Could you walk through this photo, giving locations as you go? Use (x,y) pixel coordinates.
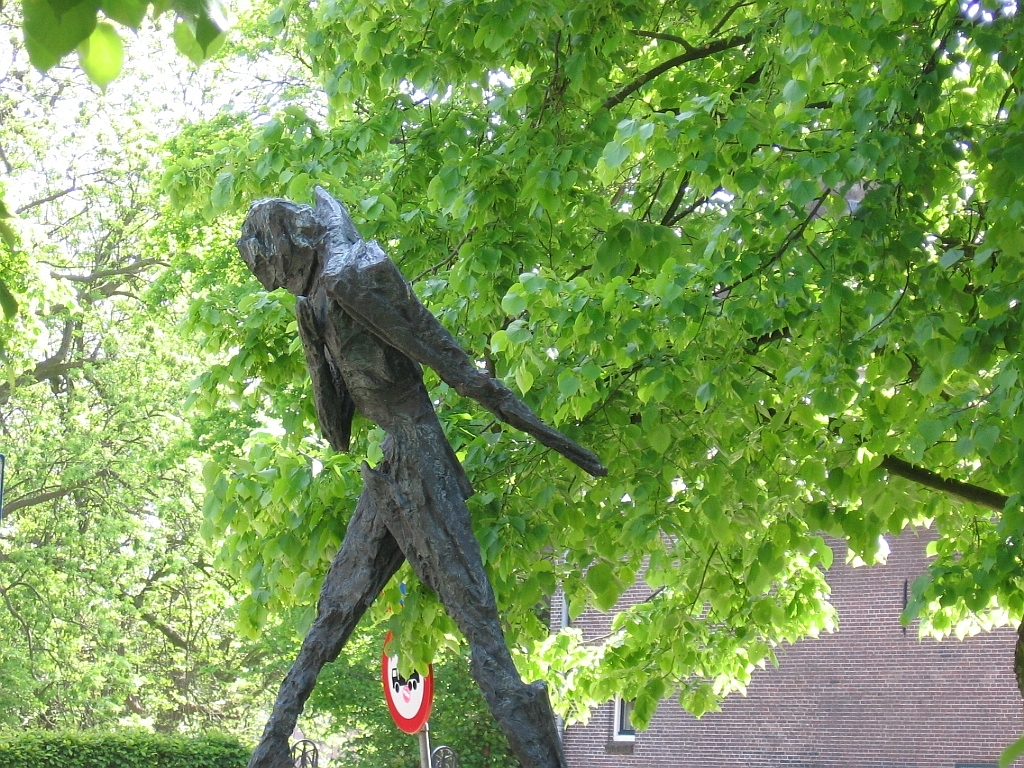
In this image we can see a statue (391,284). In the background (722,120), we can see the building (859,676) and the surrounding trees (187,175).
